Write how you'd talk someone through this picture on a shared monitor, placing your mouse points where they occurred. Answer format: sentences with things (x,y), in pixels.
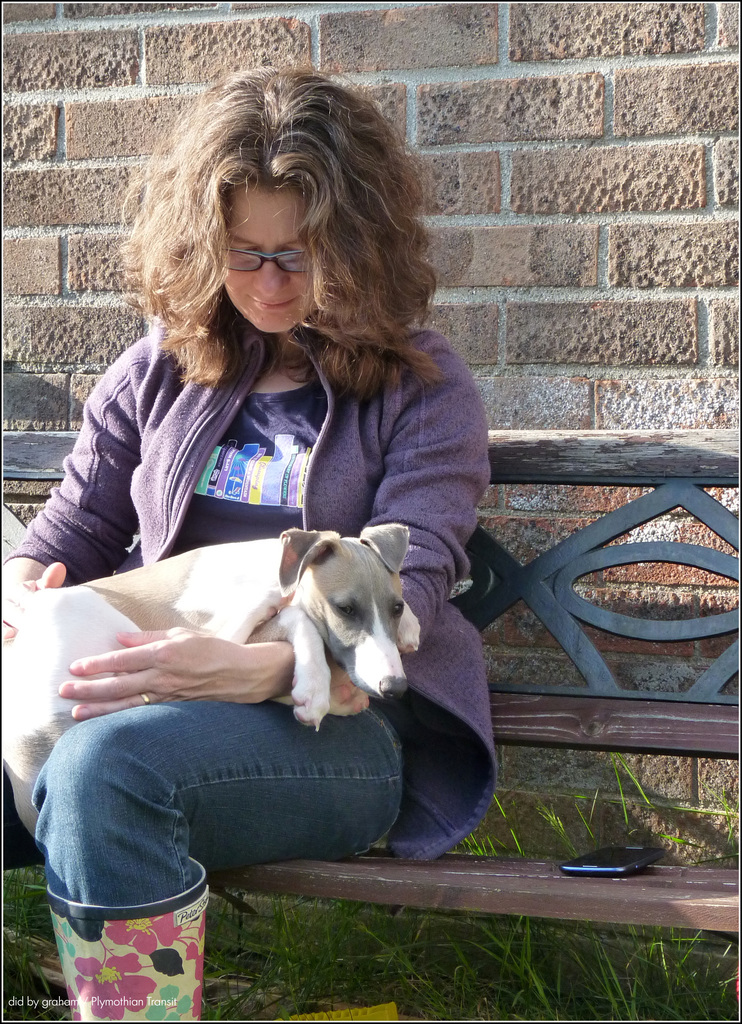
In this image we can see a woman (447,624) sitting on the bench (548,864) holding a dog (184,613) and on the bench (612,890) there is a mobile (631,864). At the background (625,190) there is a wall (615,212).
